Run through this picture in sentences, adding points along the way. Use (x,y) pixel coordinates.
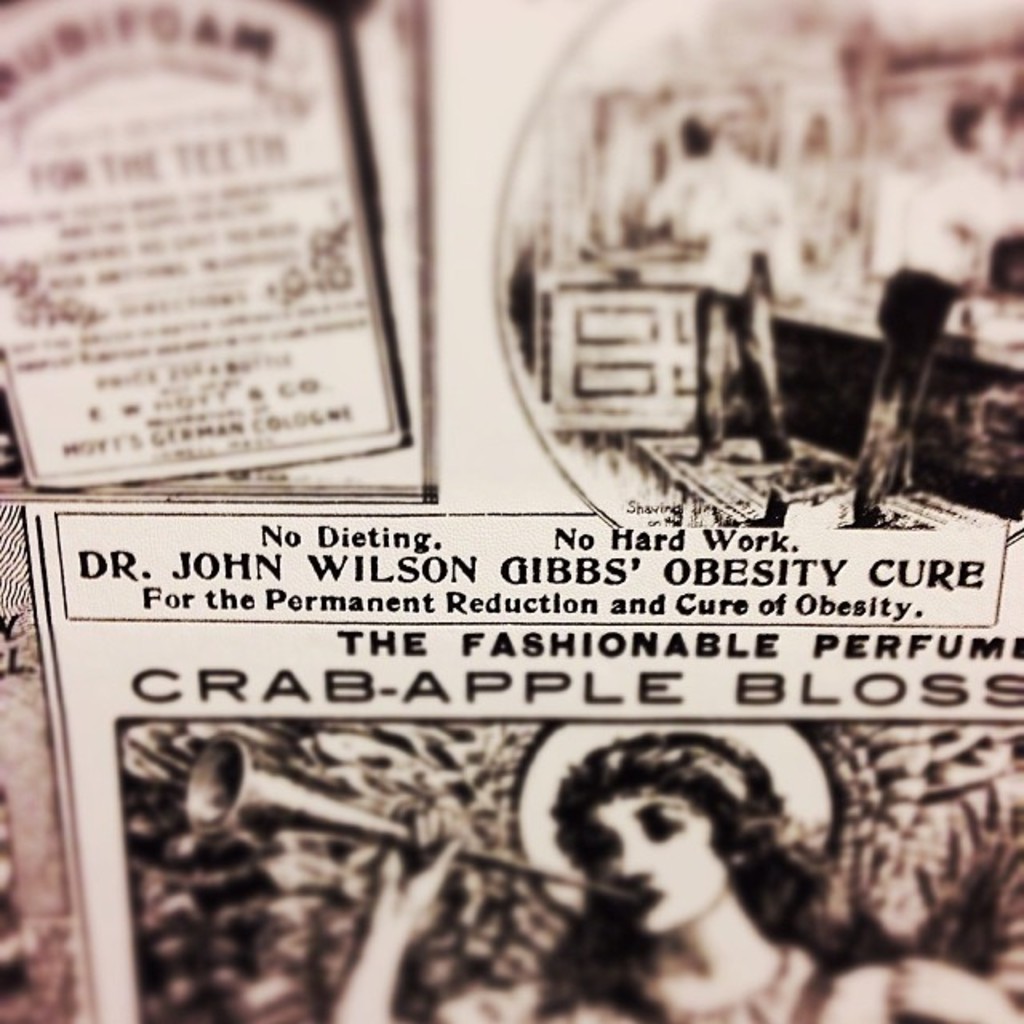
In this image we can see a poster (402,577) with some images (929,444) and text (259,417).
